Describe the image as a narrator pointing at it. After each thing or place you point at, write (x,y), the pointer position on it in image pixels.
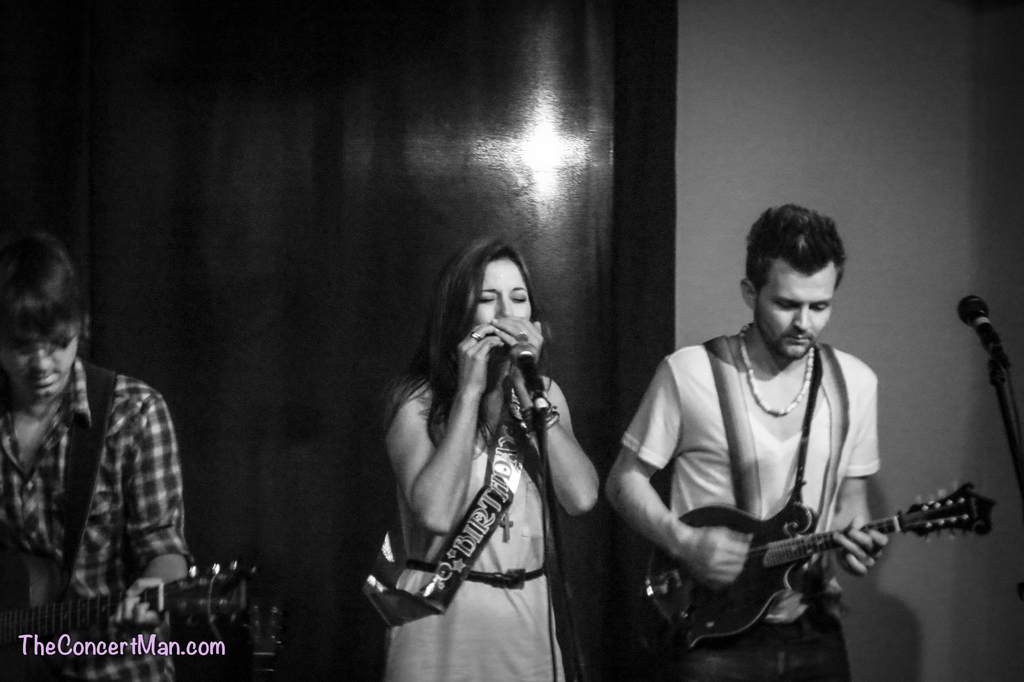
In this image In the middle (472,421) there is a woman (482,470) she is playing harmonica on the right (786,405) there is a man (769,462) he is playing mandolin (888,518). On the left (74,451) there is a man (107,481) he wear check shirt (120,484) and he is playing guitar (98,602).
